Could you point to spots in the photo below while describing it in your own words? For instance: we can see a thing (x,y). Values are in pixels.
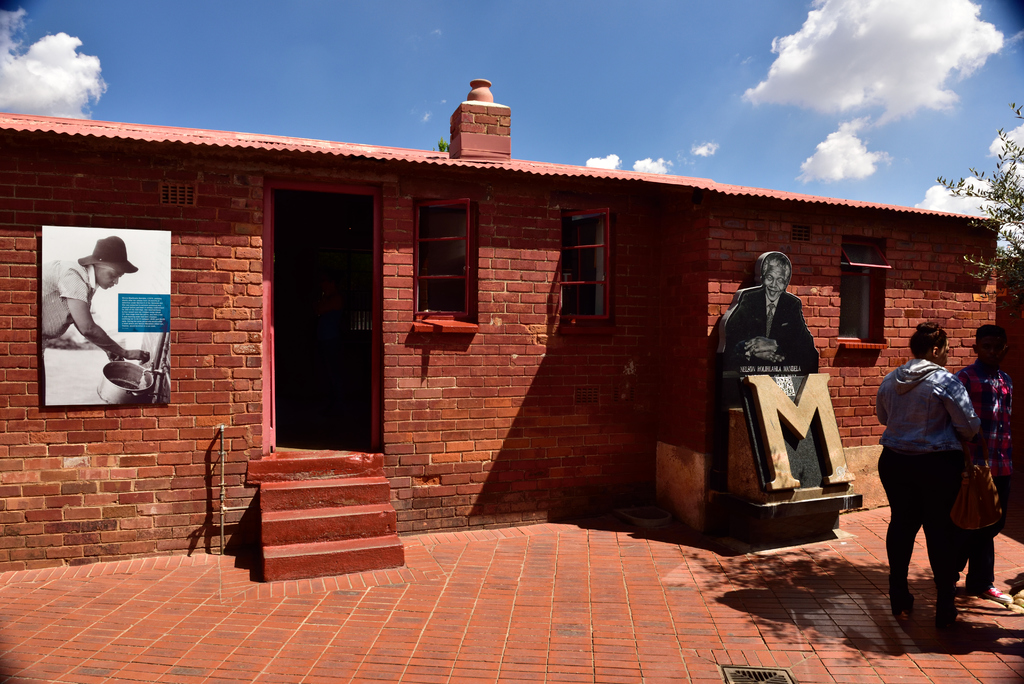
In this image I can see the house (515,292) with windows (467,267). I can see some boards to the house (630,345). In-front of the house (628,336) I can see two people (882,469) with different color dresses (943,406) and one person (932,449) is holding the brown color bag (977,487). In the background (355,51) I can see the clouds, trees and the blue sky (407,78).
